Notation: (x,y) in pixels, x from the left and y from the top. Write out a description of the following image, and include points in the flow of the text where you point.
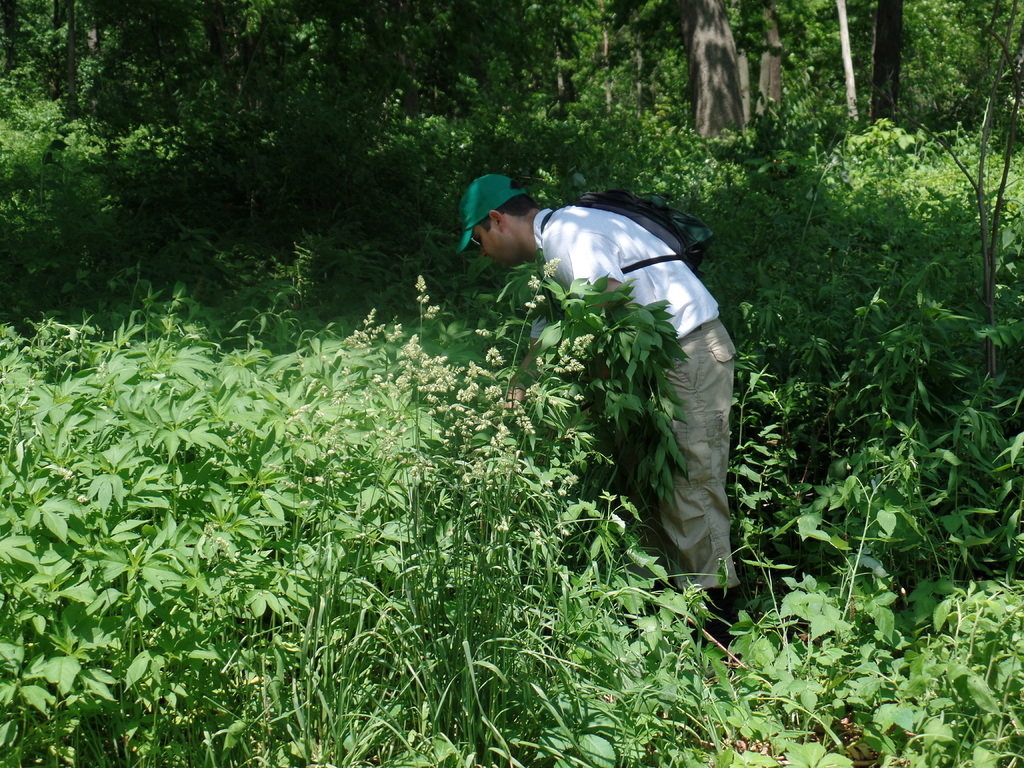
In this picture we can see plants (551,400) and a man (598,230), he is carrying a bag (638,201), in the background (703,86) we can see few trees (703,86).
